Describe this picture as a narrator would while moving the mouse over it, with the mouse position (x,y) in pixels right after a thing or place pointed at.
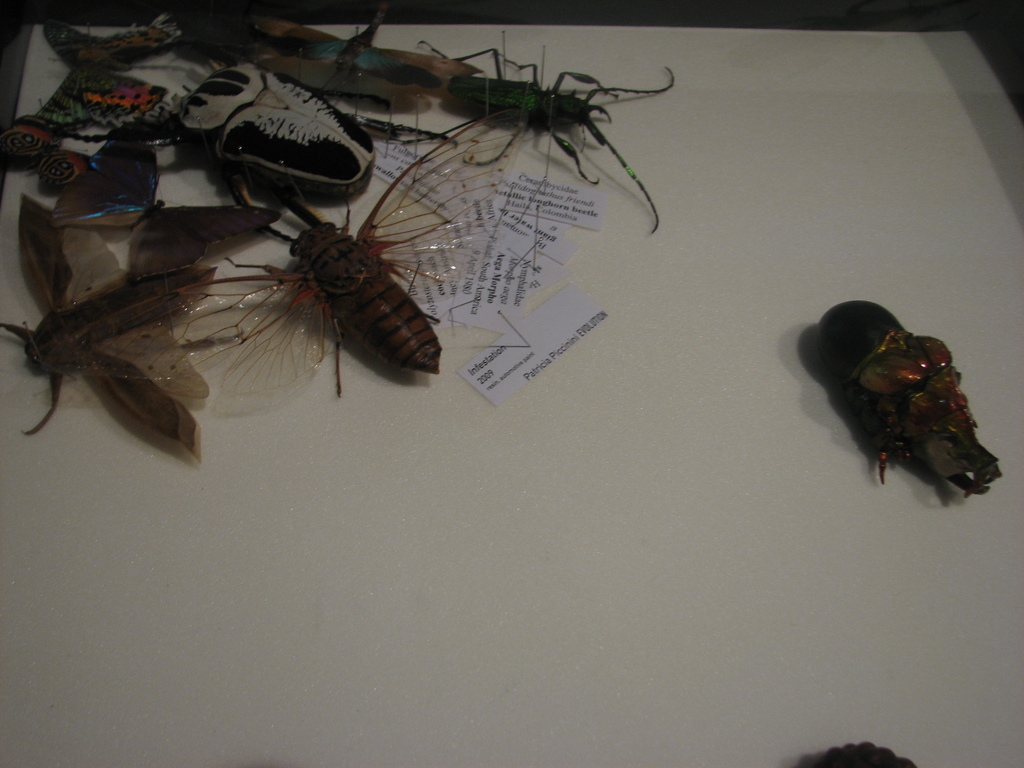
In this image we can see some insects (528,105), butterflies (181,225) and text papers (495,232) placed on the white surface (579,576).
